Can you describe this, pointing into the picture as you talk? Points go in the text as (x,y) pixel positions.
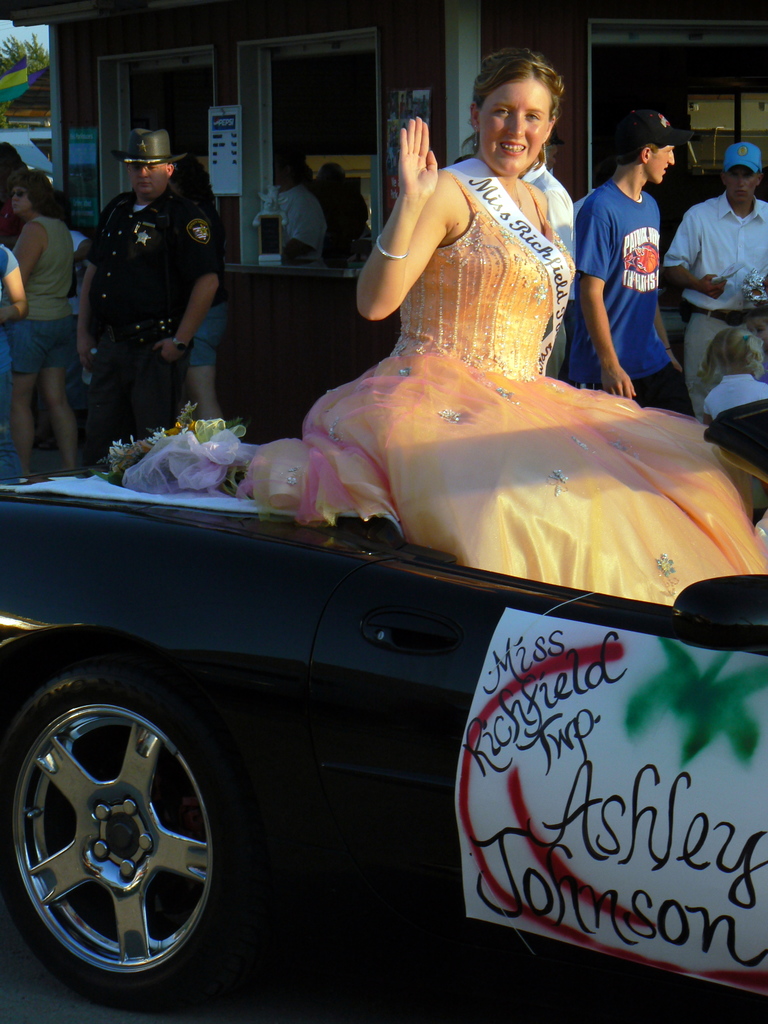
This picture shows a woman (479,395) sitting on the car (182,508) which was decorated. In the background (643,297) there are some people (651,223) standing and walking. There are some buildings (199,84) here.
